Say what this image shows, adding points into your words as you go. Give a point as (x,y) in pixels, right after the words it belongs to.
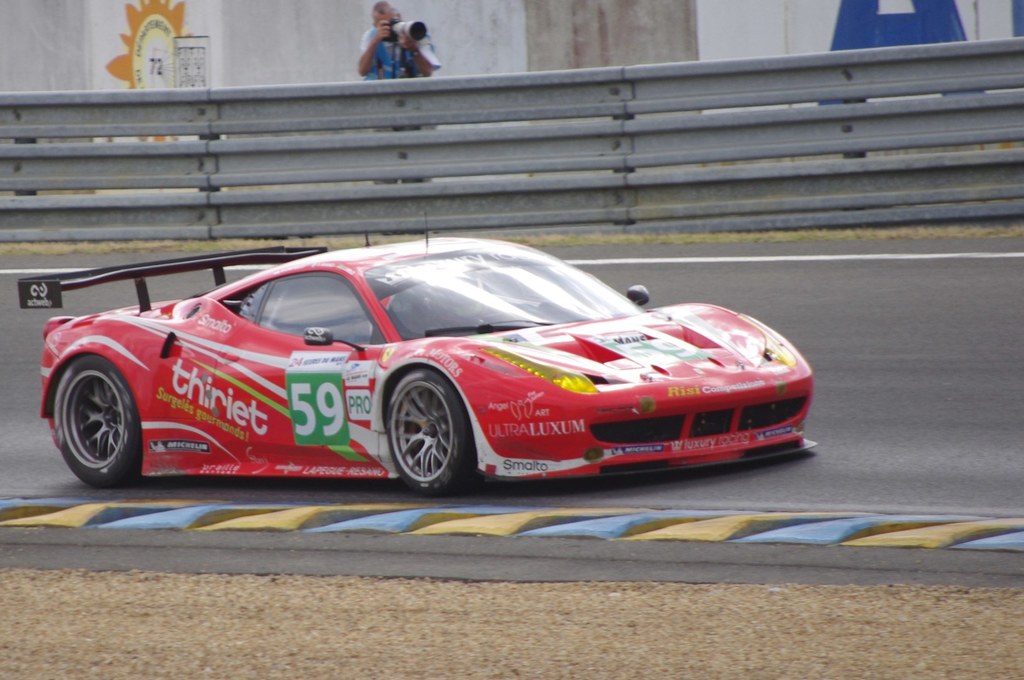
In this image, we can see a red color car (752,444) on the road (937,392), there is a fencing (473,160) and there is a man (372,60) standing and he is holding a camera (388,37).
